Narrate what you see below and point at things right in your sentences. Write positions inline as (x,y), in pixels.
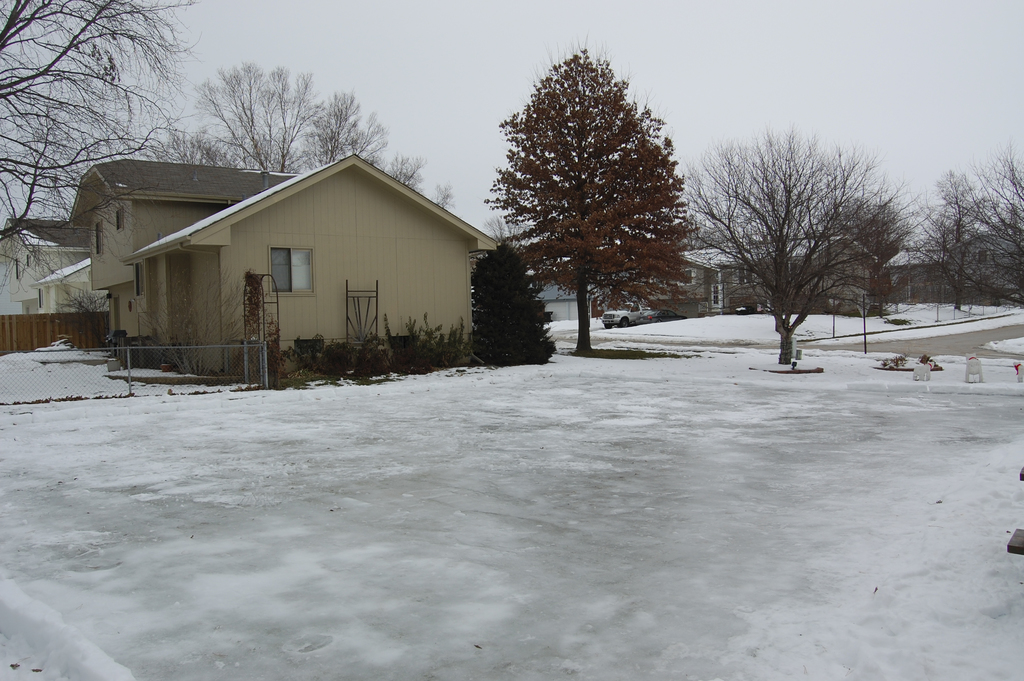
At the bottom of the image (533,474) there is snow (472,479) on the surface (333,498). On the left side of the image (140,385) there is a metal fence (201,367). In the background (990,232) there are trees (506,259), buildings (986,254) and sky (767,50).
